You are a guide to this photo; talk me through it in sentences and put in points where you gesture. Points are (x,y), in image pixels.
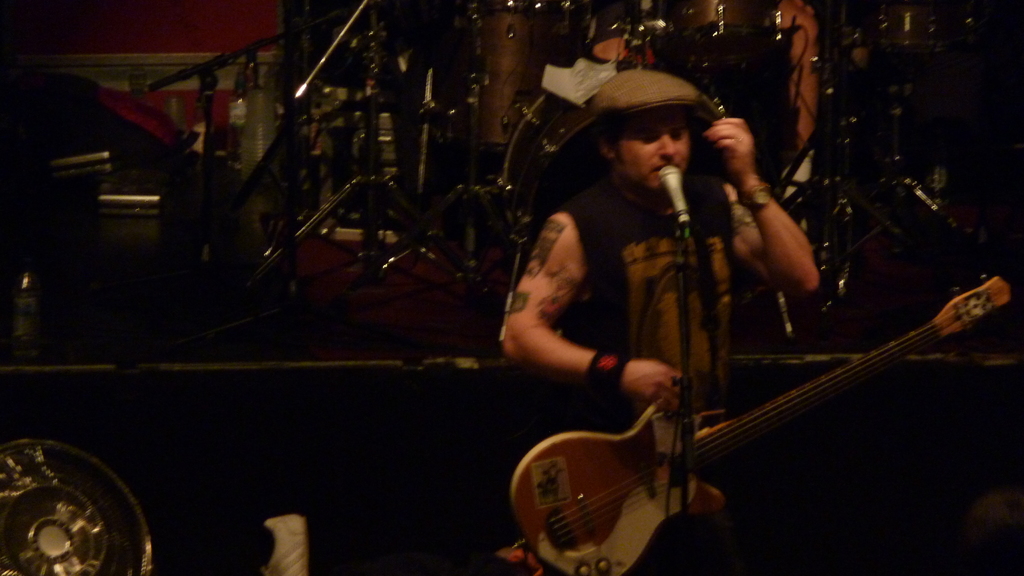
This image is clicked in a concert. There is man (720,222) standing in front of mic (680,213) and singing, he is also holding a guitar (606,460). In the background (569,82), there is a band set up (336,178) on the dais (380,340). There is a wall (121,47) in red color.
